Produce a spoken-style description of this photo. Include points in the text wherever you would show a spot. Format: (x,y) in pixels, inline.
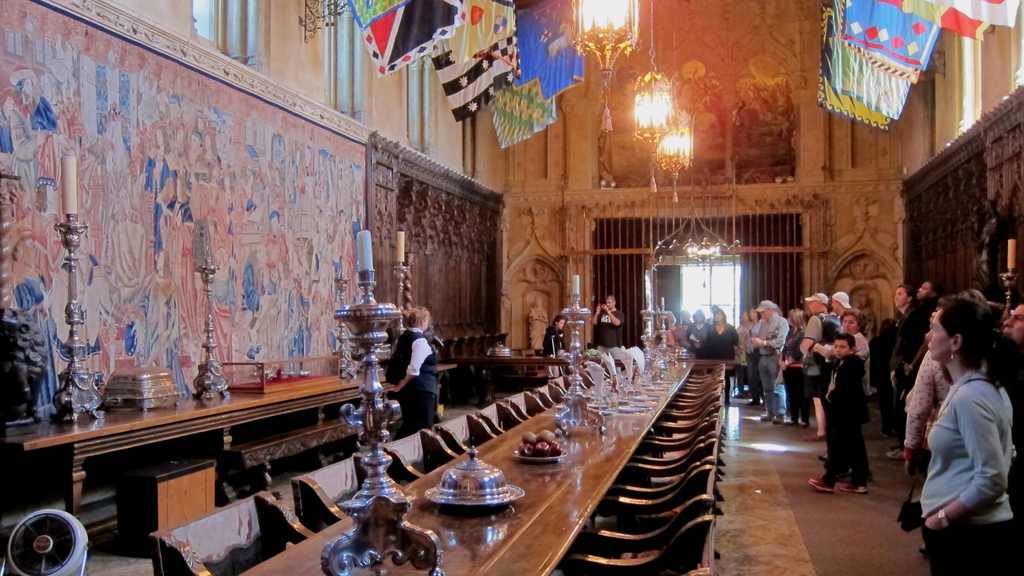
There are few people (702,339) in this room (518,446) and there is a big dining table (333,538) and many chairs (283,532). In the background (67,206) we can see candle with stand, chandelier (626,12) hanging from the rooftop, posters (187,268) and flags (552,30).
